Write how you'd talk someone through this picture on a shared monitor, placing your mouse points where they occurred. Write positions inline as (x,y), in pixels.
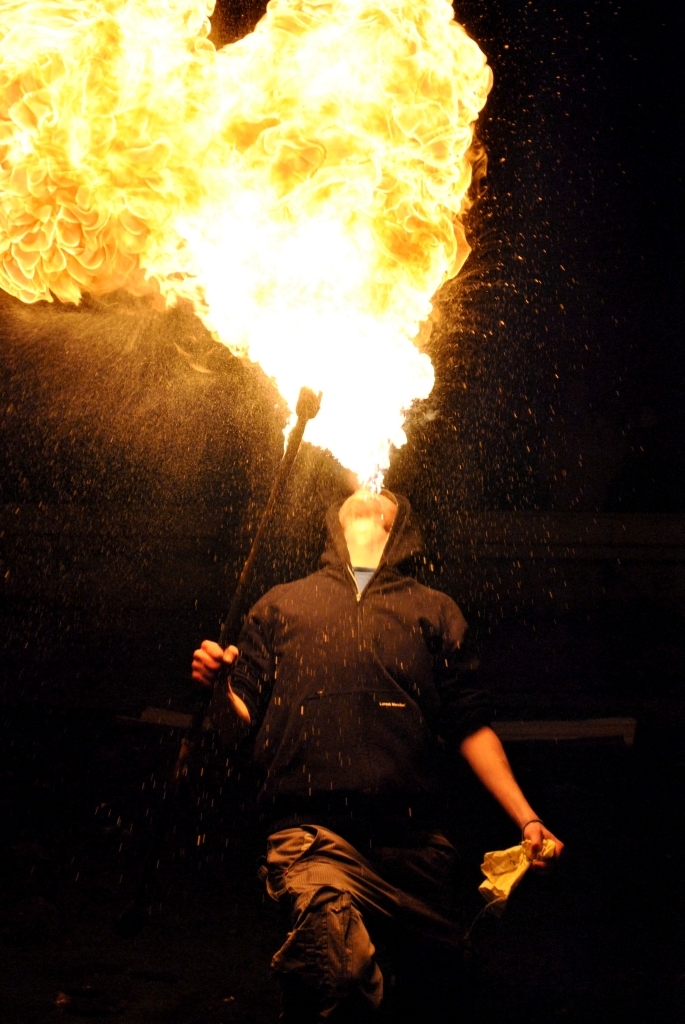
In this image there is a person (396,851) holding an object (514,866), there is a person (379,493) blowing the fire (357,321), the background of the image (611,619) is dark.
